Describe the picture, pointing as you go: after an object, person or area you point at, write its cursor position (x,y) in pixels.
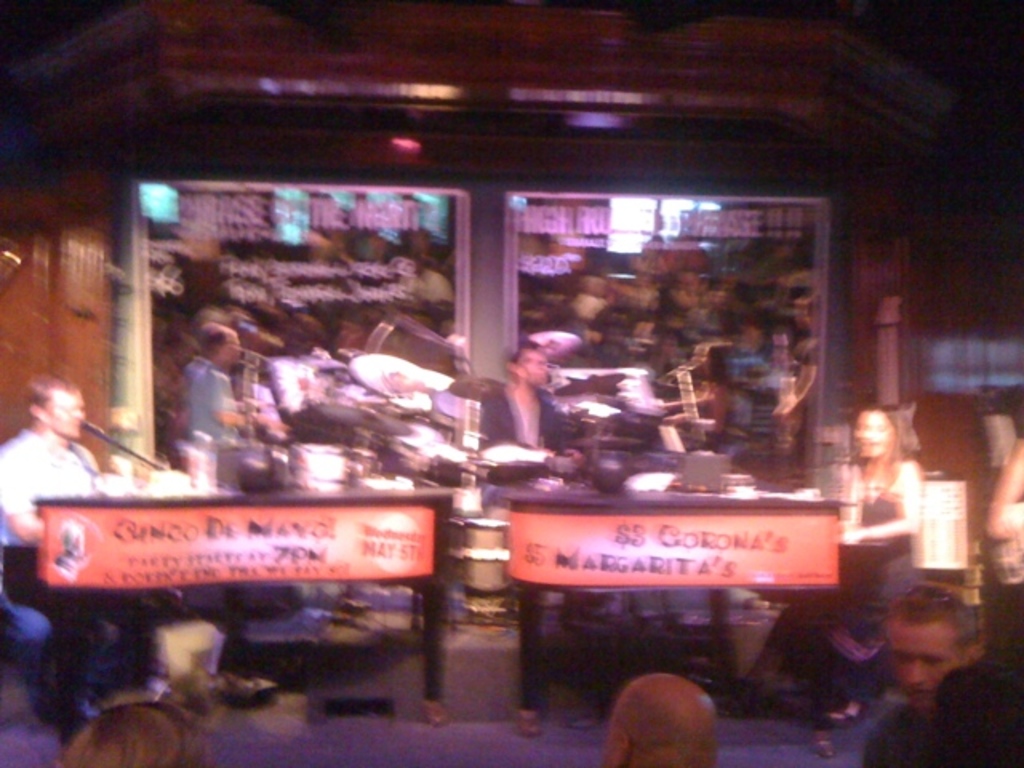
In this picture we can see some people (33,468) sitting here, there is a microphone (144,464) here, we can see a light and board (730,542) here, in the background (774,261) there is a glass (788,251) and a wall (862,247).
